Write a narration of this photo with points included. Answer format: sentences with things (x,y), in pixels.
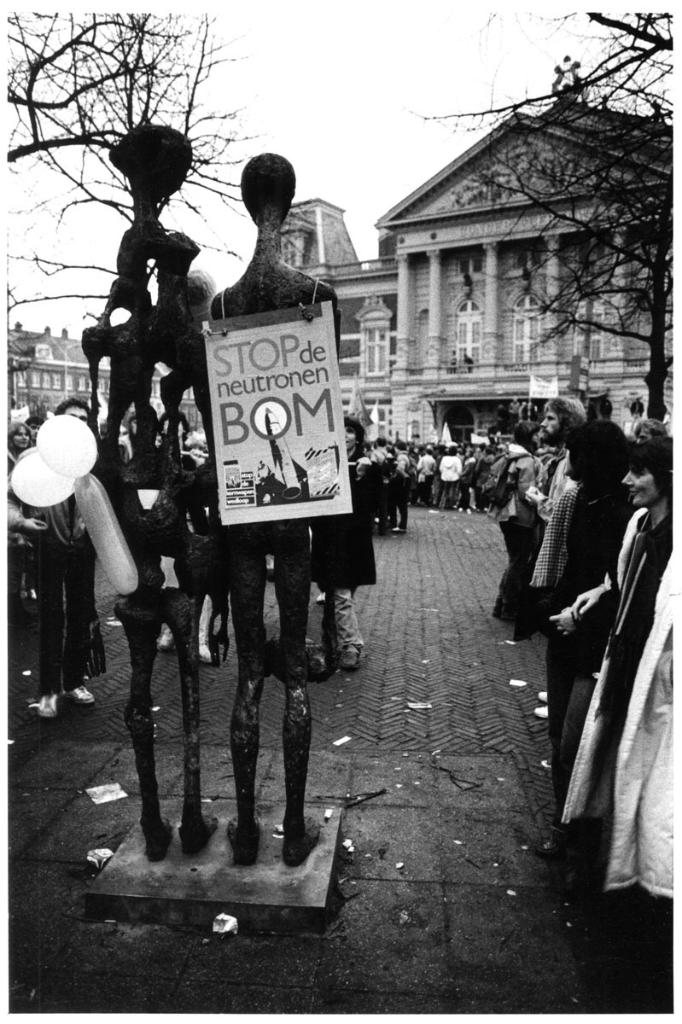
This image is a black and white image. This image is taken outdoors. At the top of the image (342,111) there is the sky (348,100). In the background (413,360) there are a few buildings (51,364) with walls (443,349), windows (465,338), pillars (492,349), doors (473,316), roofs (311,257), balconies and railings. There is a text (487,224) on a wall (522,233). There are a few trees (41,111). In the middle of the image (297,551) there are two statues (196,759) on the floor (225,678) and there is a board (260,408) with a text (289,400) on it. In this image many people (592,547) are standing on the floor (34,710) there are three balloons (76,472).
